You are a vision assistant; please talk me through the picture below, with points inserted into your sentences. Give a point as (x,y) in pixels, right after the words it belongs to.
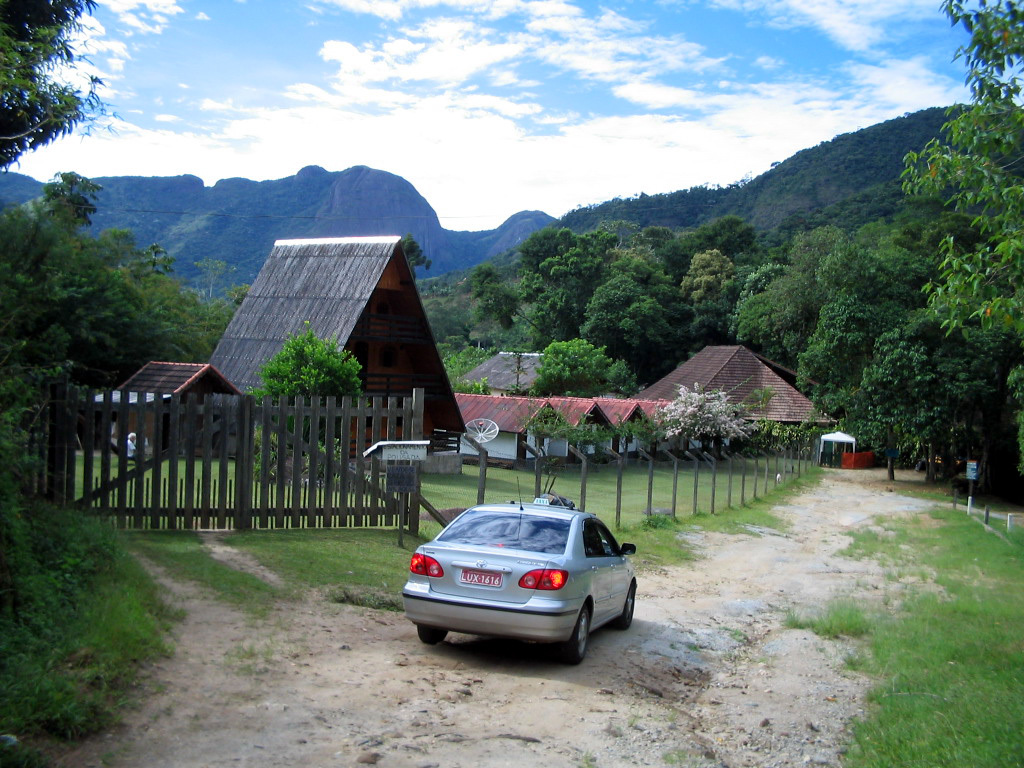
In this picture I can see a vehicle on the road (869,595), there is grass (787,484), fence (108,401), there are houses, trees (597,273), hills (641,219), and in the background (427,89) there is sky (552,41).
